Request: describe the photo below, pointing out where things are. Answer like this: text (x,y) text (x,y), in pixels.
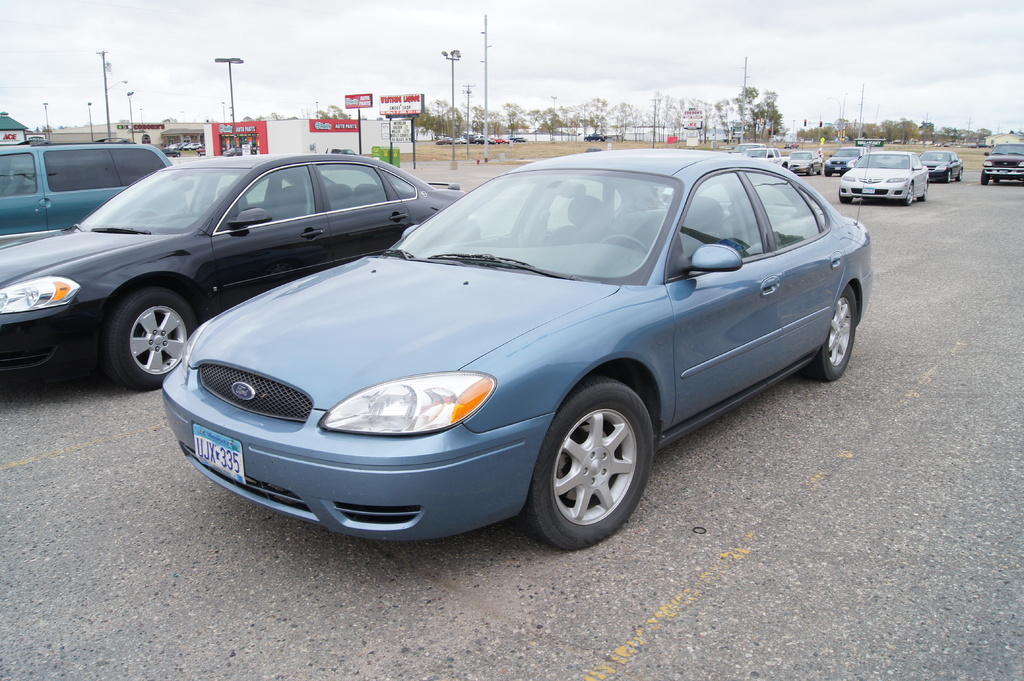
There are vehicles (95,172) on the road (913,479). In the background (403,114), there are hoardings (403,114), near a building (279,119), there are vehicles (489,142) parked on the ground (510,154), there are poles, trees (533,110) and clouds (633,17) in the sky (731,17).
